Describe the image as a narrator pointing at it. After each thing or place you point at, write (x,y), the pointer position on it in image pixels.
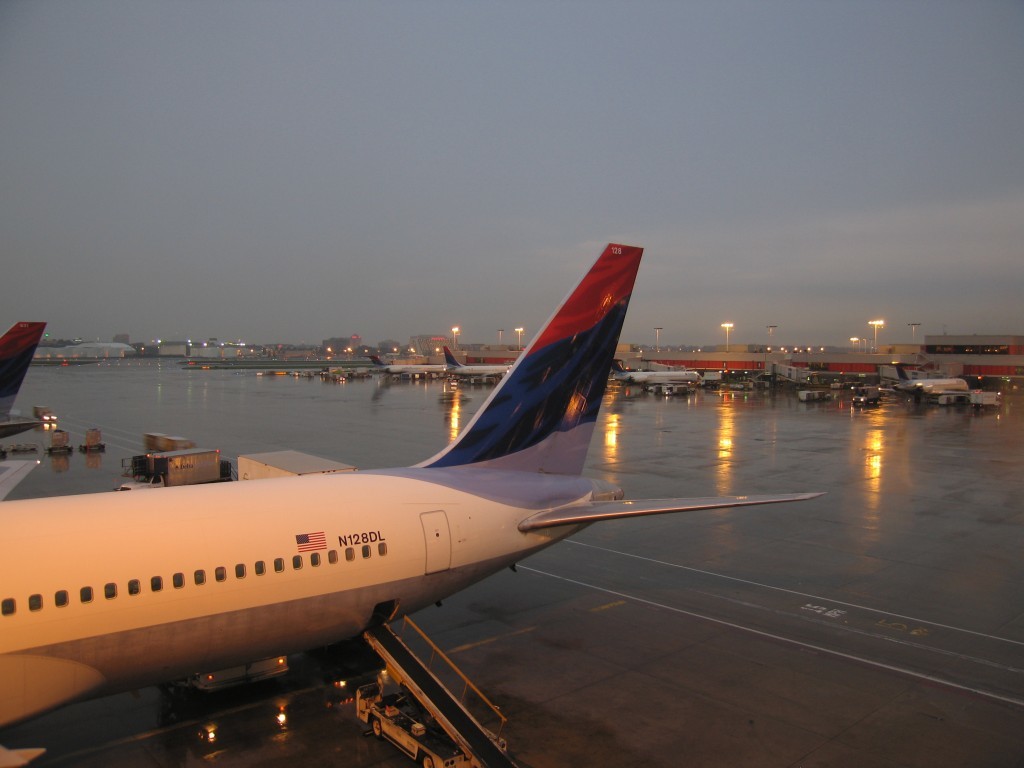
This image is taken in the airport (328,389). In this image we can see there are few airplanes (516,366). In the background (711,143) there is a sky (475,166).
